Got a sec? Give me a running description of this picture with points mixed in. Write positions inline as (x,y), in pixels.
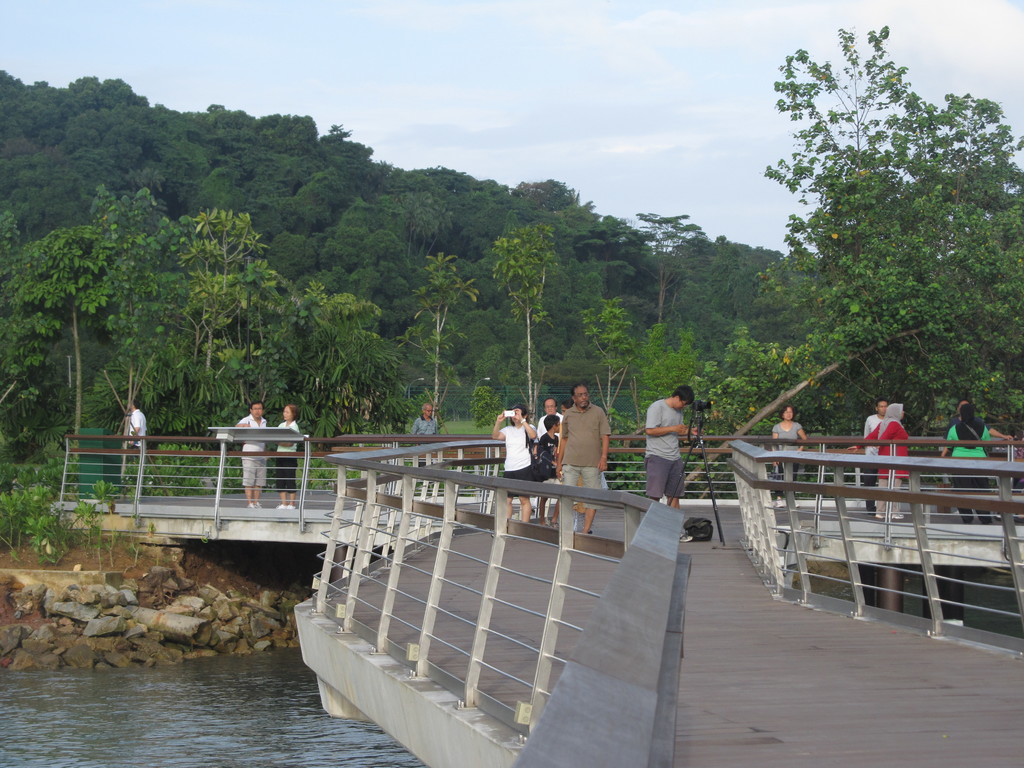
In this image I can see number of people (677,400) are standing. I can also see a black colour bag (703,539), a tripod (704,479) and on it I can see a camera (710,408). I can also see water (118,706), number of stones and in the background (276,314) I can see number of trees (226,173), clouds (497,134) and the sky (341,93).
